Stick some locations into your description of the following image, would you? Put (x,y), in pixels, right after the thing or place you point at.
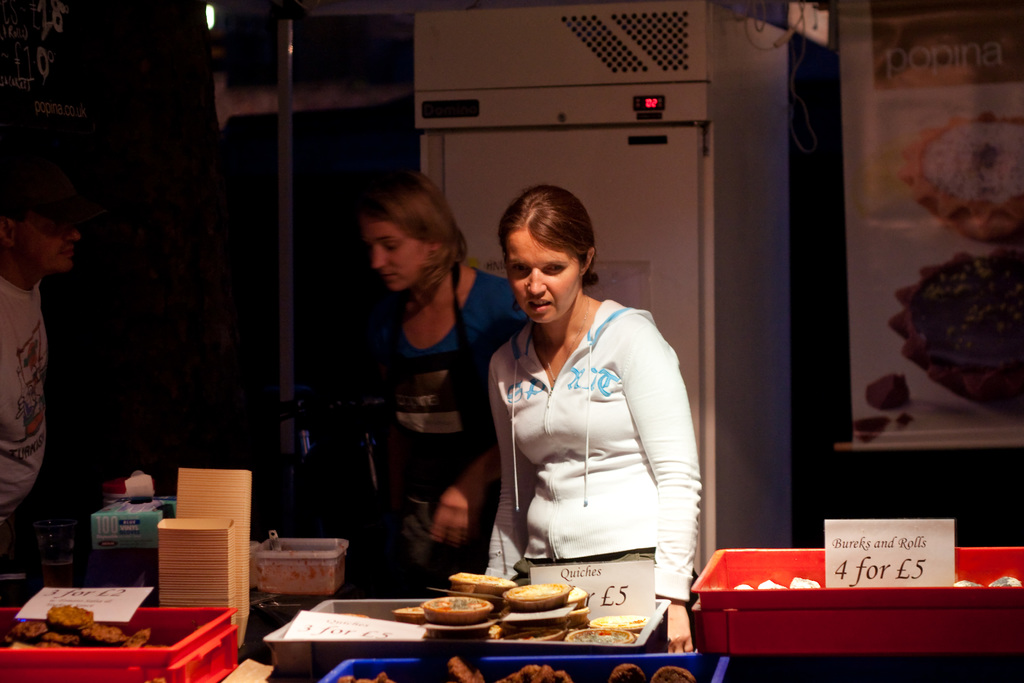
In this picture there is a woman (615,371) who is wearing hoodie (614,485) and trouser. She is standing near to the table (813,673). On the table (781,678) we can see cups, jar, papers (353,625), food (481,678) and other objects (302,562). Here we can see another girl (437,349) who is standing near to the door (493,158). On the left (91,206) there is a man (45,182) who is wearing cap (43,180) and t-shirt (5,404). On the right (937,421) there is a banner (956,260) which is near to the wall (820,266).
